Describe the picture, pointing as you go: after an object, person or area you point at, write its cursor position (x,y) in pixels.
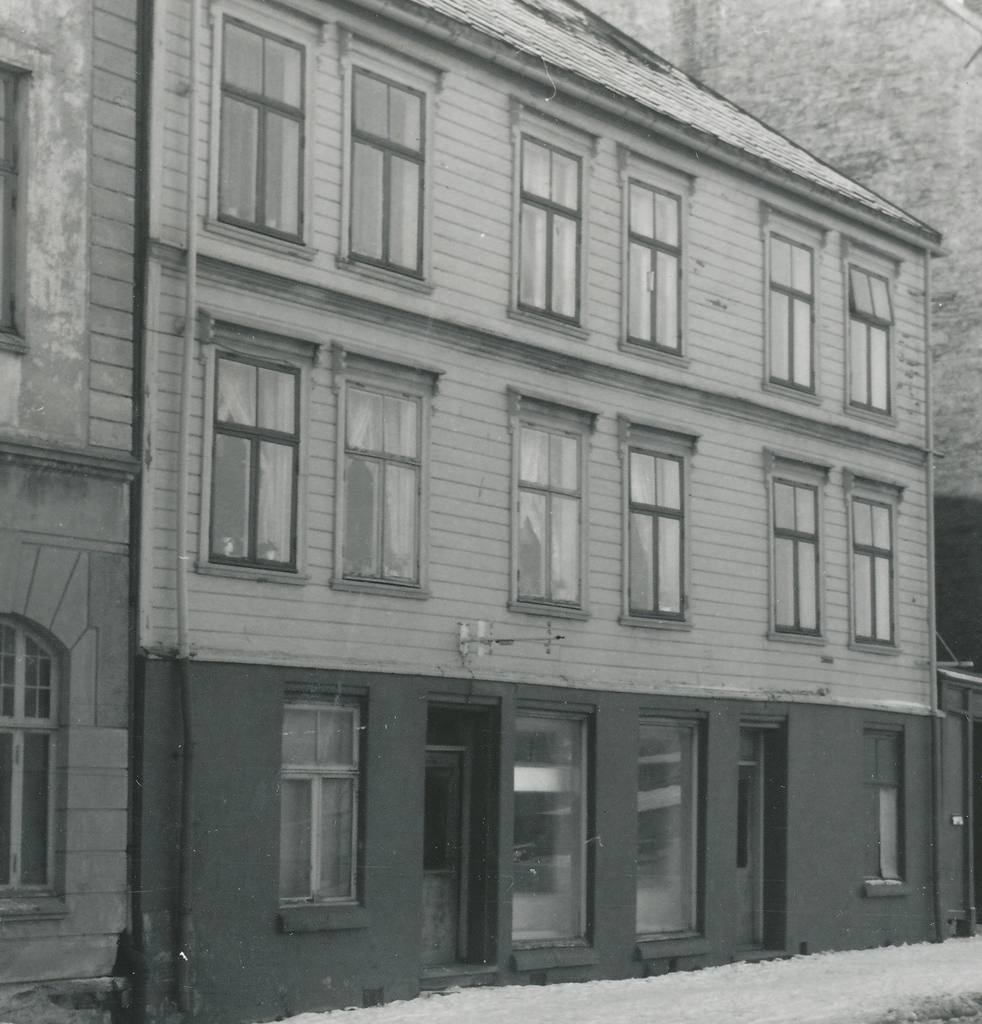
I see this is a black and white image and I see a building (335,390) over here on which there are many windows (354,489) and I see the doors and I see the white snow (700,981) over here.
